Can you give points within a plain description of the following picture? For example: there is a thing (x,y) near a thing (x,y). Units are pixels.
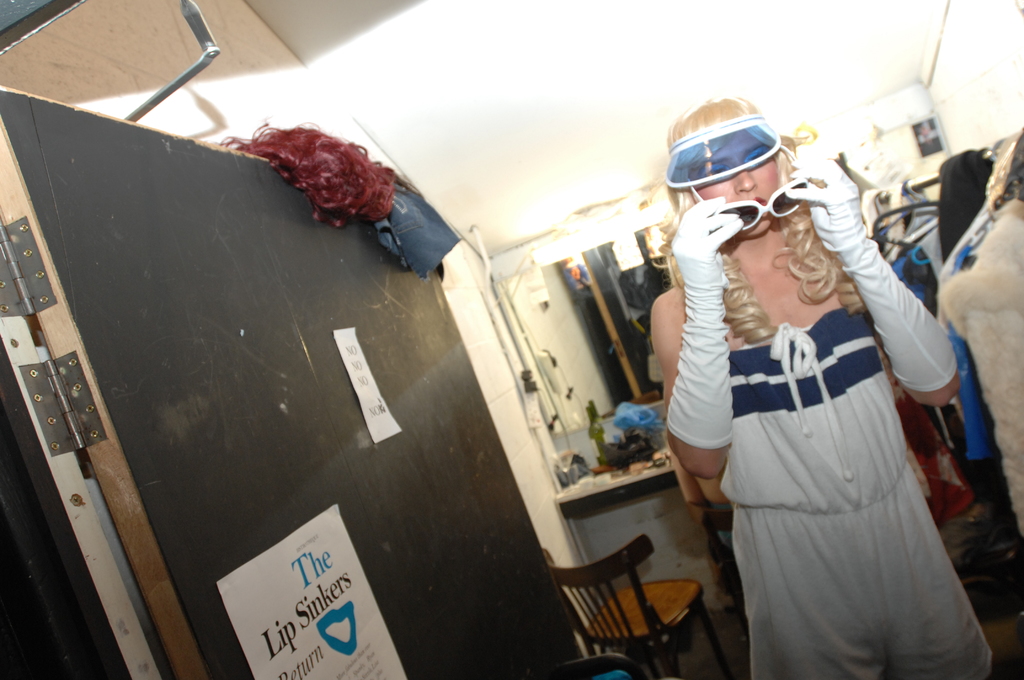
In the image there is a woman (704,362), she is wearing goggles (748,210) and white dress (791,471) and white gloves (695,368). she is standing inside the dressing room (611,234), on the right side (919,218) there are a lot of dresses (949,202) hanged to a hanger (933,204) and beside that there is a dressing table (594,454) with different types of cosmetics (603,472) kept in front of the mirror (611,416), on the door (291,198) there is a wig (345,210) and some other items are kept.
